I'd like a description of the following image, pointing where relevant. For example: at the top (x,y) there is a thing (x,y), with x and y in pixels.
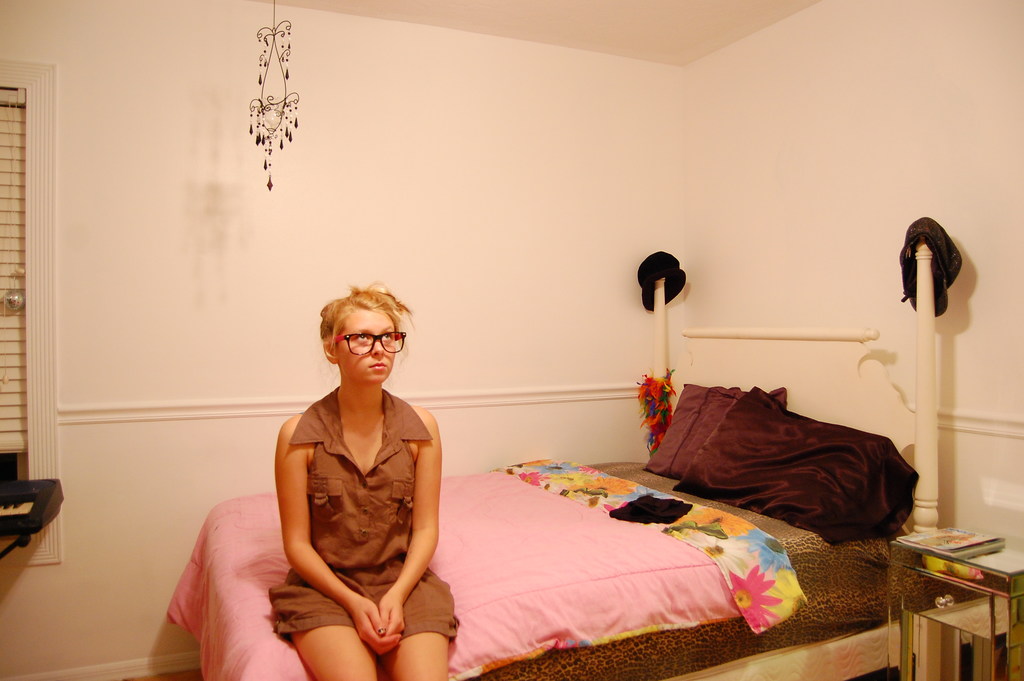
In this picture i could see a lady (392,530) sitting on the bed (685,575), a chandelier (266,114) hanging from the ceiling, a window (5,220) to the left corner of the picture (23,402).
